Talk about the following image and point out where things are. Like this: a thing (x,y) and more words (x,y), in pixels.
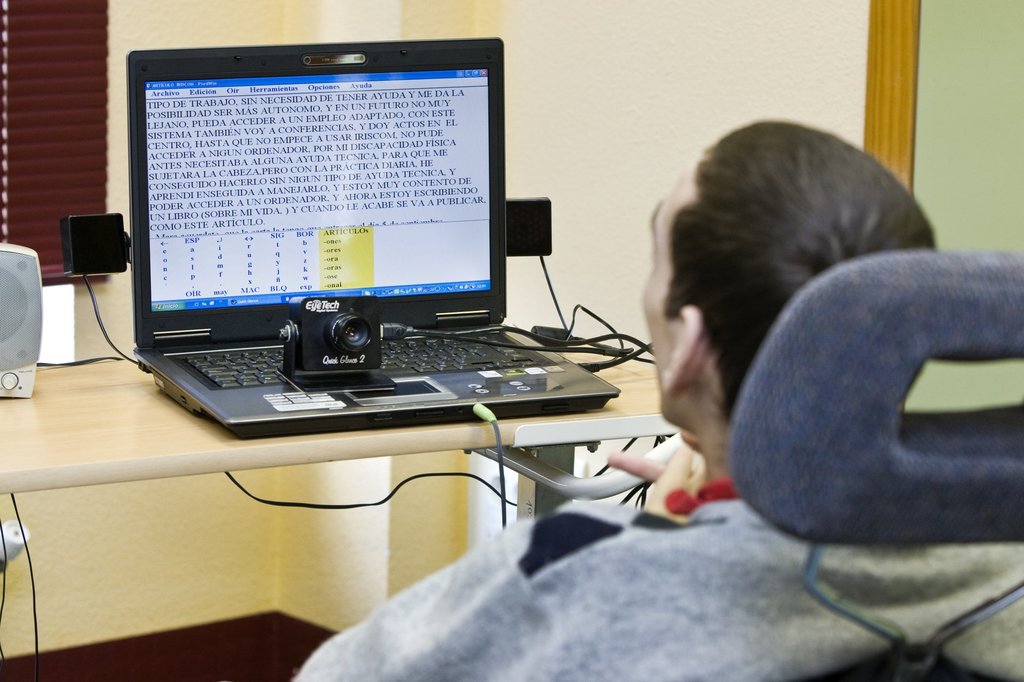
In this picture there is a person (669,502) sitting in the chair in the right corner (692,566) and there is a table (614,432) in front of him which has a laptop (420,365) and some other objects (344,314) on it.
